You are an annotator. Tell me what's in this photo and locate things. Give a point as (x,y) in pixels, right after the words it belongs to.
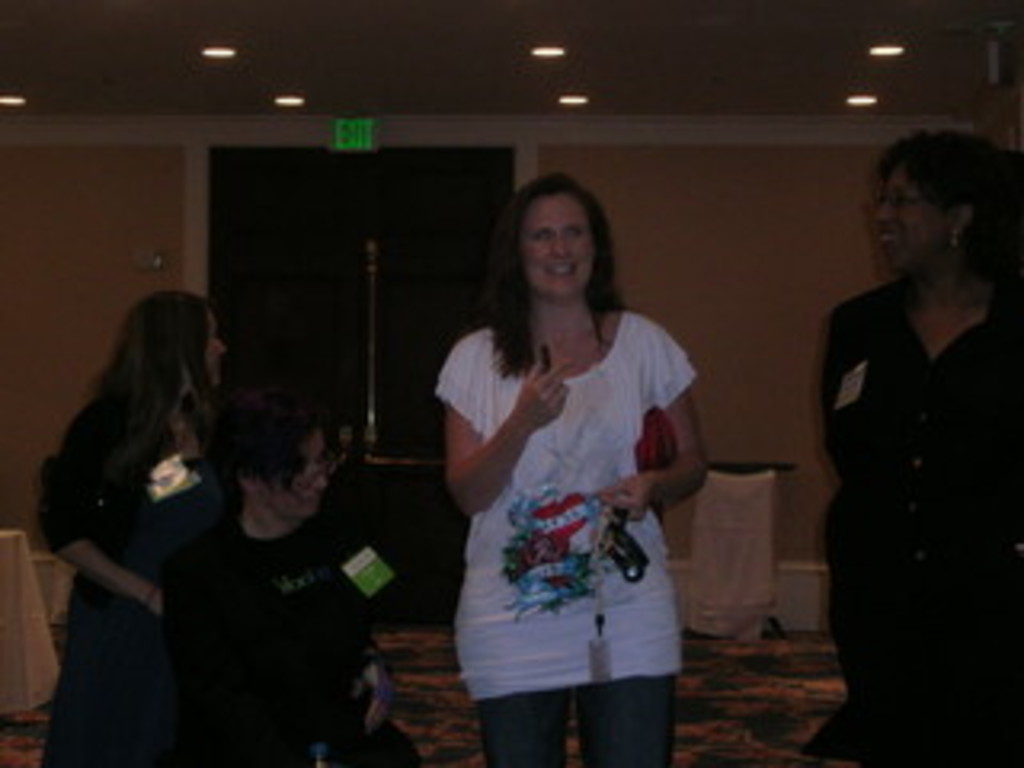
In this image, we can see people (551,388) and some are wearing id cards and one of them is holding an object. In the background (349,143), there are lights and we can see a board (365,132), a wall (725,221) and some stands (738,478).
